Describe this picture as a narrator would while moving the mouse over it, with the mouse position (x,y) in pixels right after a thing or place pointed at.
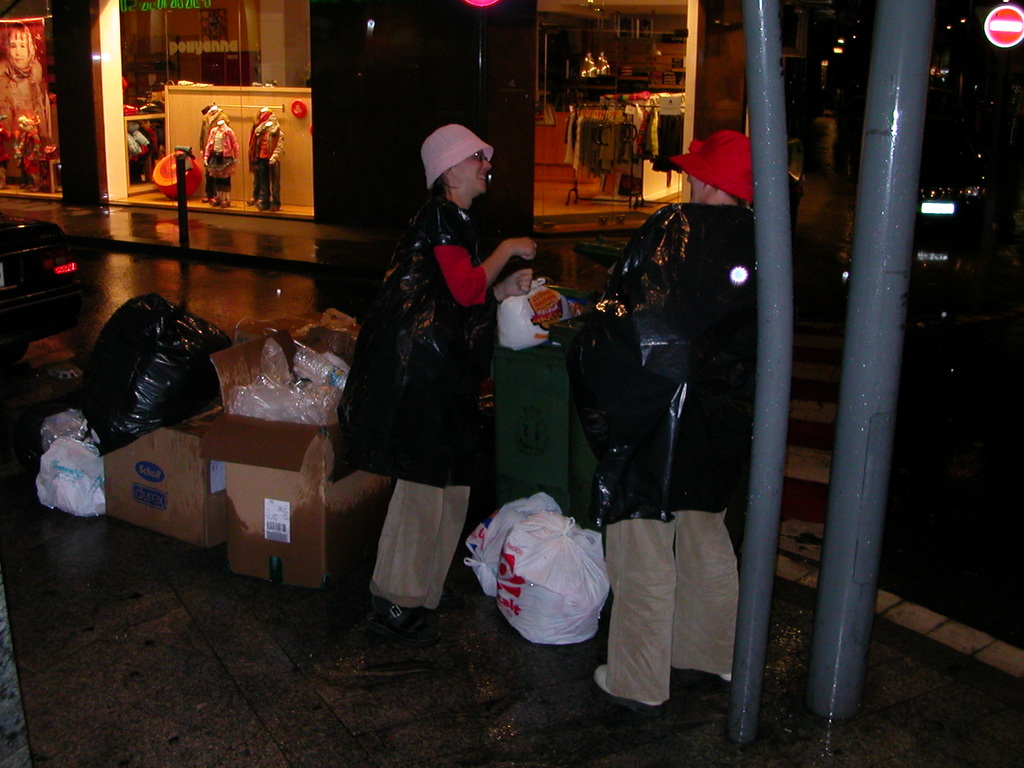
In this image I can see two persons (391,376) standing, the person (418,365) in front (453,365) wearing black color dress (437,365) and holding a cover (529,309). Background (591,182) I can see few stalls (219,102) and I can also see few cardboard boxes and poles (881,381) in gray color.
